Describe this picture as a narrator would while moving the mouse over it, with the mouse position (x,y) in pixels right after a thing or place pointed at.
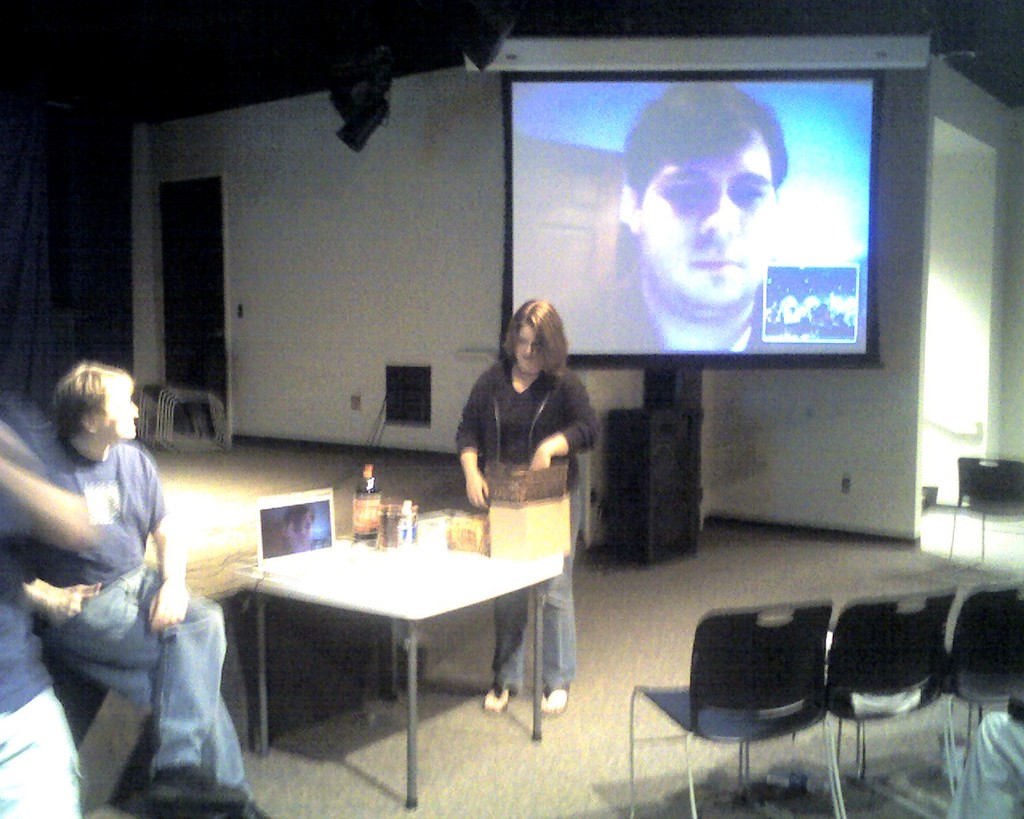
In this image a woman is standing before a table (262,749). Behind her there is a screen (679,316) having a person (690,307) in it. At the left side (180,552) there are two persons (102,387), one person (172,551) is sitting is wearing a blue shirt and jeans (182,732). At the right side (861,633) there are three chairs (973,633). On table (370,552) there is bottle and laptop (275,560).
